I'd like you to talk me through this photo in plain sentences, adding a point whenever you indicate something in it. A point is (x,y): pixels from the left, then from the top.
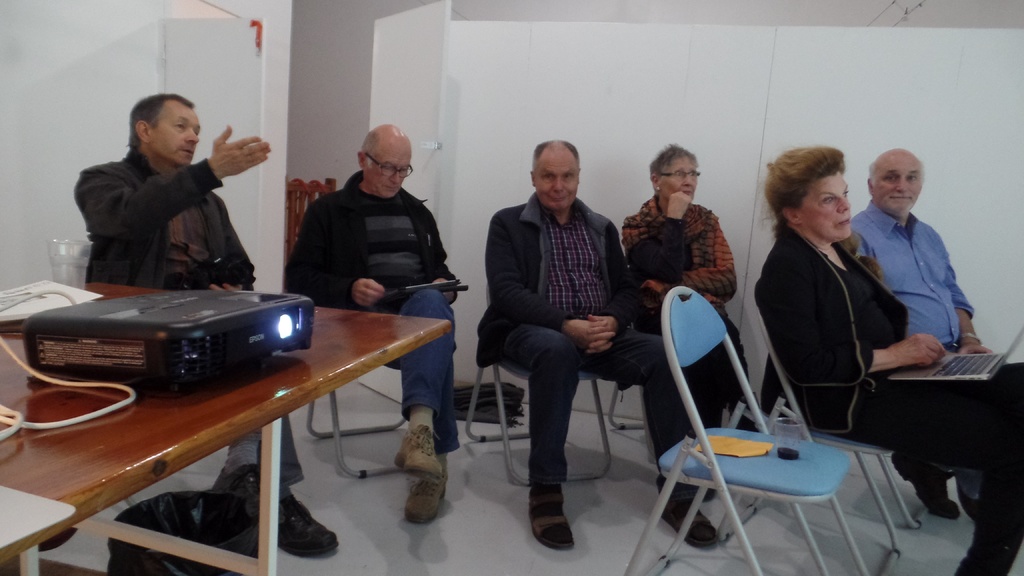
In this image on the right (903,341) there are two people (903,342) sitting on the chair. On the left (262,448), there is a table (163,405) on that there is a projector (159,365), glass (68,285) and book (46,307) and there is a man (184,206). In the middle (507,255) there is a man (525,306) he wear black jacket (519,260), trouser (551,428) and shoes (553,520).
